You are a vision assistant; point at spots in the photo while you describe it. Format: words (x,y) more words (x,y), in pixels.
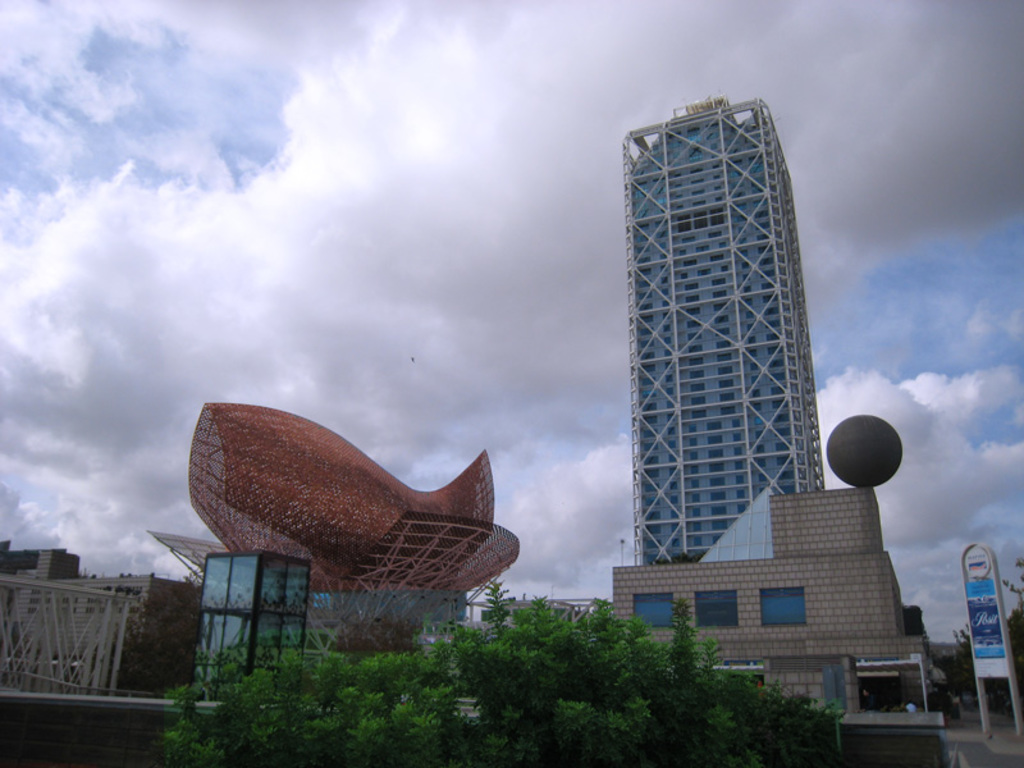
In this picture we can see some building (729,293) with different shapes and also we can see some trees (465,717), cloudy sky (406,263).
